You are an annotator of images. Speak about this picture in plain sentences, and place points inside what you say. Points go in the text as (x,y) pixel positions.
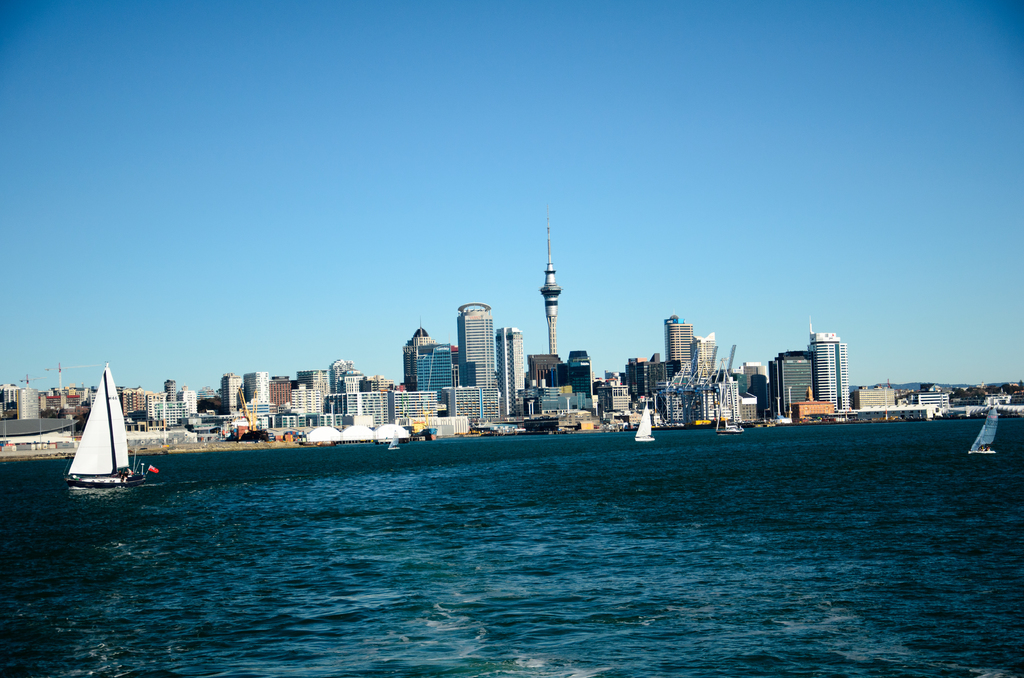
In the foreground of the picture (349,496) there is a water body (261,514), in the water (45,483) we can see boats (93,452). In the middle of the picture (483,424) there are buildings (654,385). At the top (608,89) there is sky (532,201). In this picture we can see many buildings (480,359), trees (1011,388) and other objects (284,437).
